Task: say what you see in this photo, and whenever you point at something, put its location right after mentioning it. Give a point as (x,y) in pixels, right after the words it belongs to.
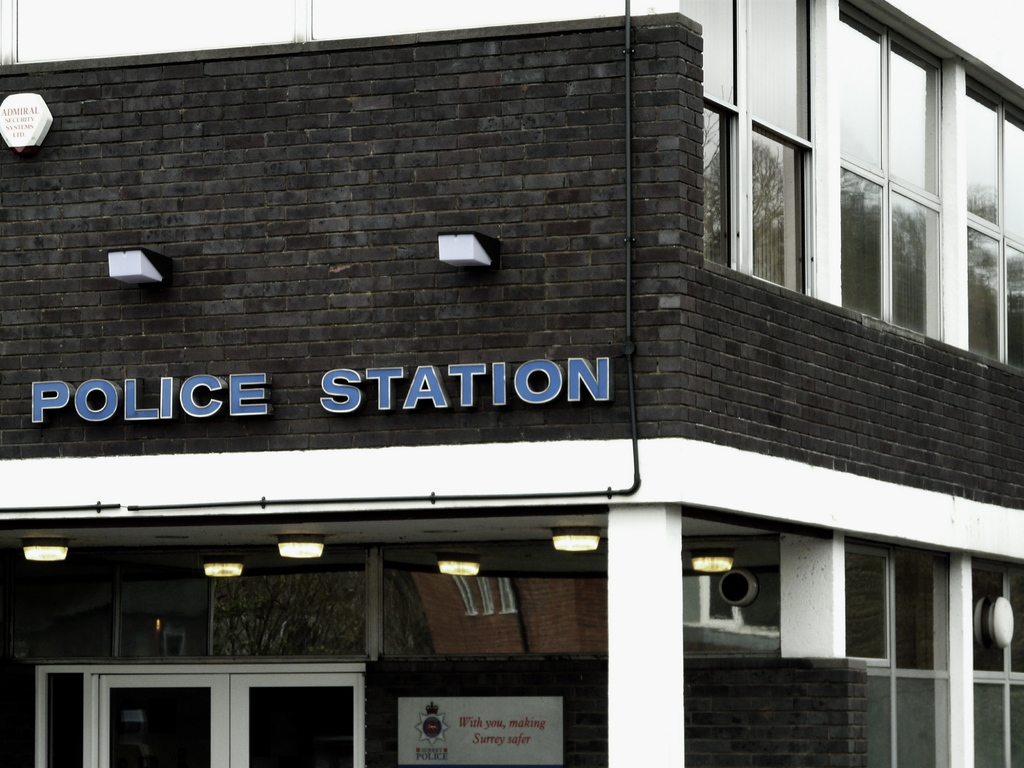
In this image in the center (349,277) there is a building (557,611), on the right side (764,189) there are some windows (882,308) and at the bottom (953,668) there are some pillars (617,668) and lights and also there is a door (318,740) and board (453,738). On the board (467,732) there is text (464,728).
